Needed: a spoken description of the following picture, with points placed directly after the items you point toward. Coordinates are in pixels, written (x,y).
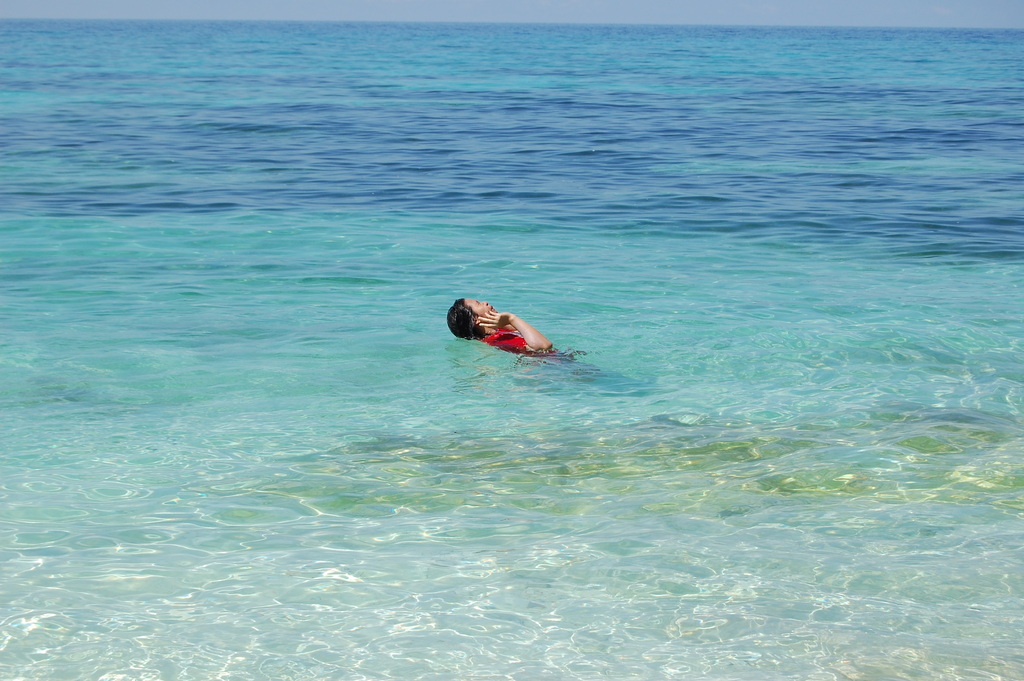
In this image I can see in the middle (518,330) there is a person (506,334) in the water (580,352). This person (523,346) is wearing the red color t-shirt (505,348).
